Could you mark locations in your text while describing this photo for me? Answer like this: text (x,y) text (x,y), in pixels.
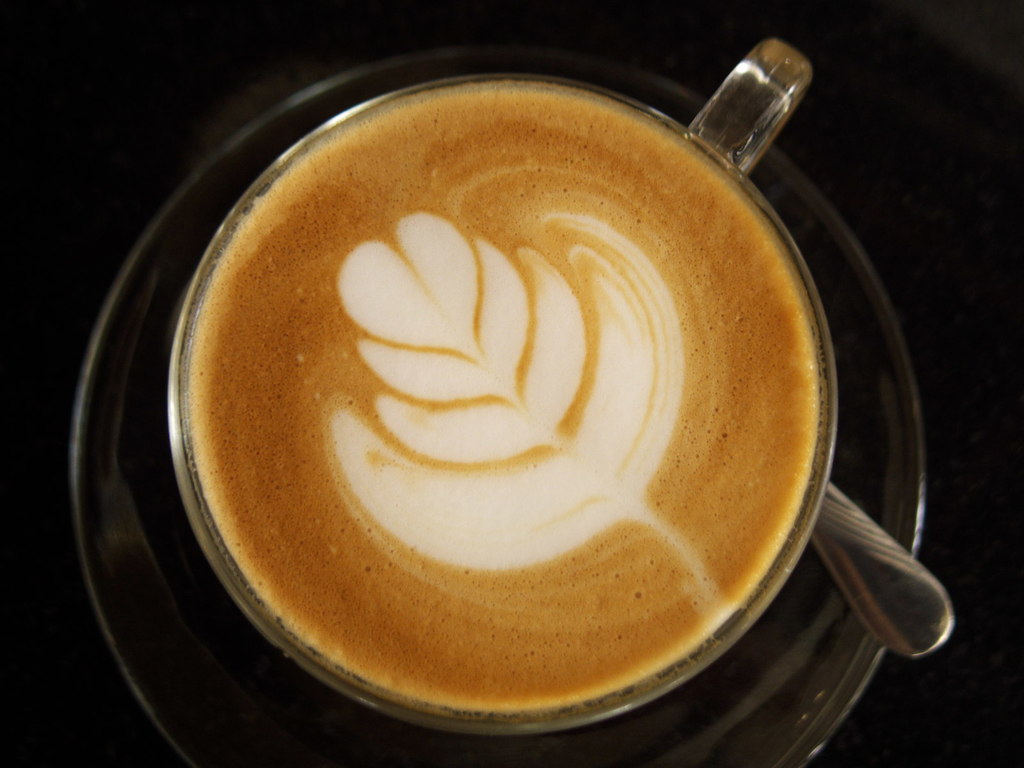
In this picture there is a coffee (379,312) in the cup (191,408). There is a cup (598,399) and there is a spoon (898,543) on the saucer (834,617). At the bottom (959,673) there is a black background (923,254).
